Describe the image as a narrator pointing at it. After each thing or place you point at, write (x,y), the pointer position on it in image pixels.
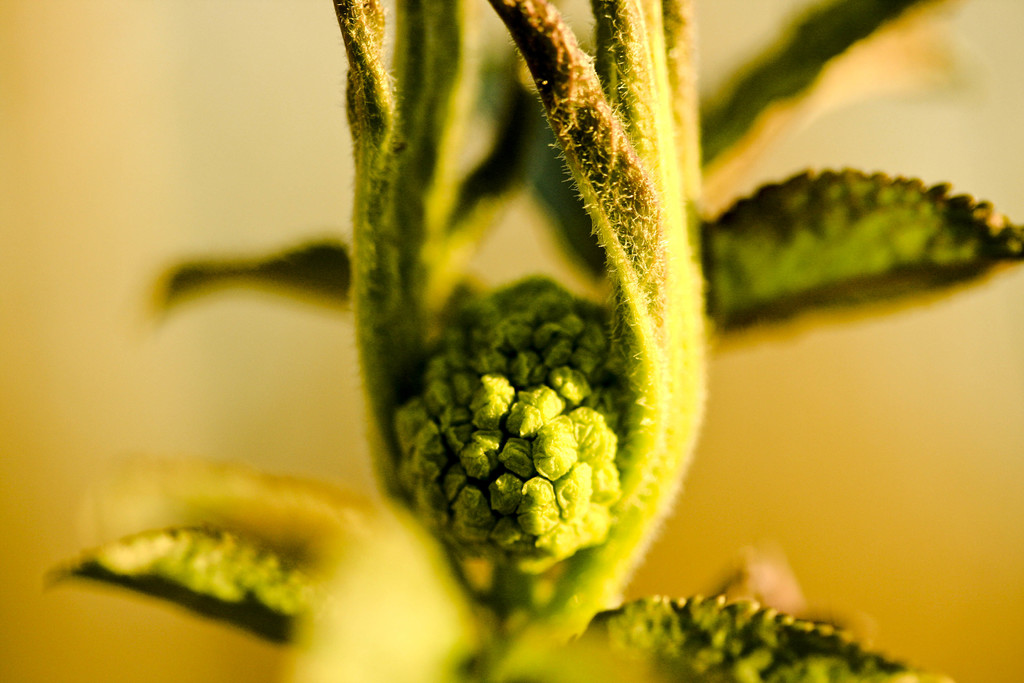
In this picture, in the middle (606,426), we can see a flower bud (572,303). In the background (988,77), we can also see yellow color.
